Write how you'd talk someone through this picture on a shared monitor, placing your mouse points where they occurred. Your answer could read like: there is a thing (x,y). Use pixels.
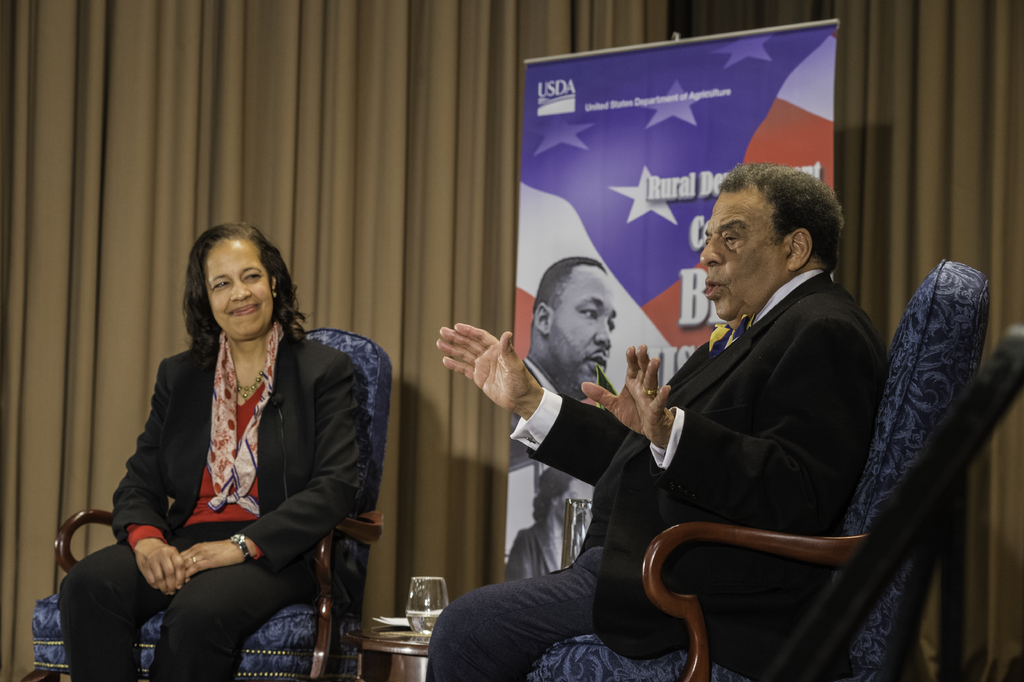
In this image we can see few people (285,540) sitting on the chair (654,591). We can see few people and some text (679,192) on the banner (619,192). There is a curtain (393,113) in the image. There are few objects (429,632) on the table (400,647).
